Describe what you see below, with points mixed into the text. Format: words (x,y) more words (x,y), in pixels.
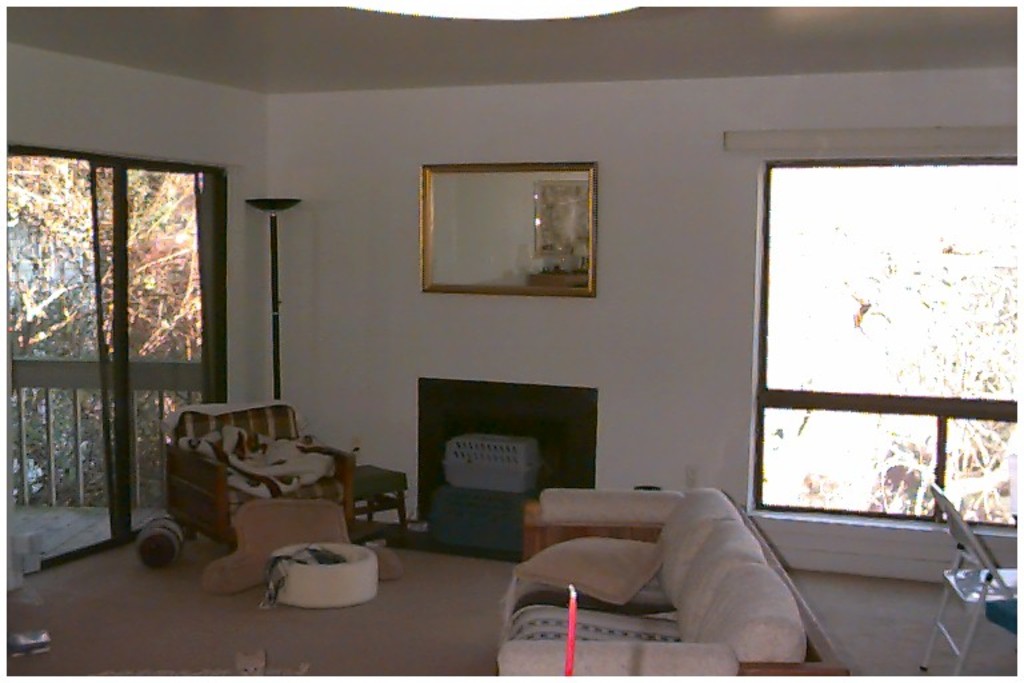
In the image we can see there is sofa (686,591) and a chair (226,462) and on the wall (654,200) there is a photo frame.
